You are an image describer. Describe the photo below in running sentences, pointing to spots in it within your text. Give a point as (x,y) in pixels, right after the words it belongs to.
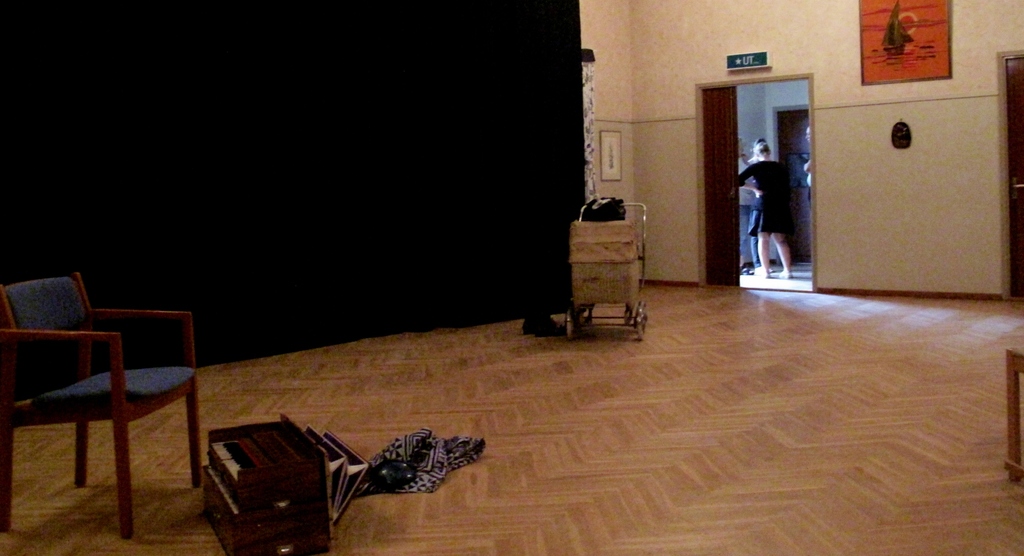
In this room (482,421) we can able to see a luggage (609,244) on cart (638,309), musical instrument (283,444), cloth (402,490) and chair (107,372) in blue color. A picture (894,32) is on wall (821,50). Outside of the room (868,213) a woman (767,172) is standing and wore black dress (767,196). This wall (379,170) is in black color.
